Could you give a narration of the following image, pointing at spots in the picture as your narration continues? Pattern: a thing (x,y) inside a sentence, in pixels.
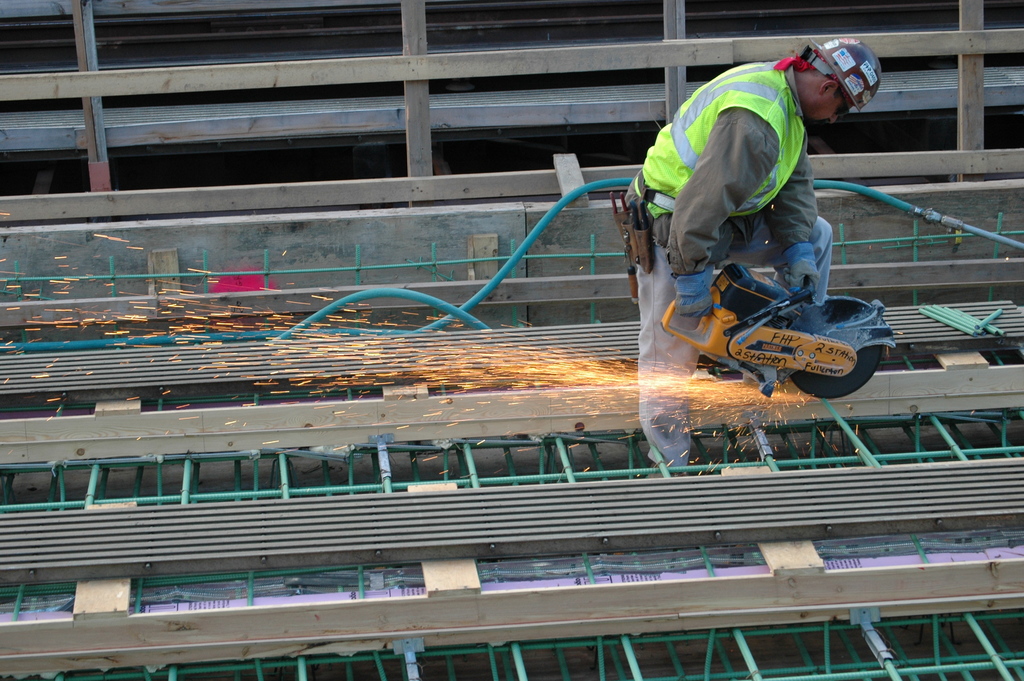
In this picture we can see a man (741,218) is standing and cutting a metal rod (851,435) using a concrete saw (814,359), he is wearing a helmet (818,68), there are some metal rods (346,491) at the bottom (559,477), we can see a pipe (549,217) in the background (518,254).
